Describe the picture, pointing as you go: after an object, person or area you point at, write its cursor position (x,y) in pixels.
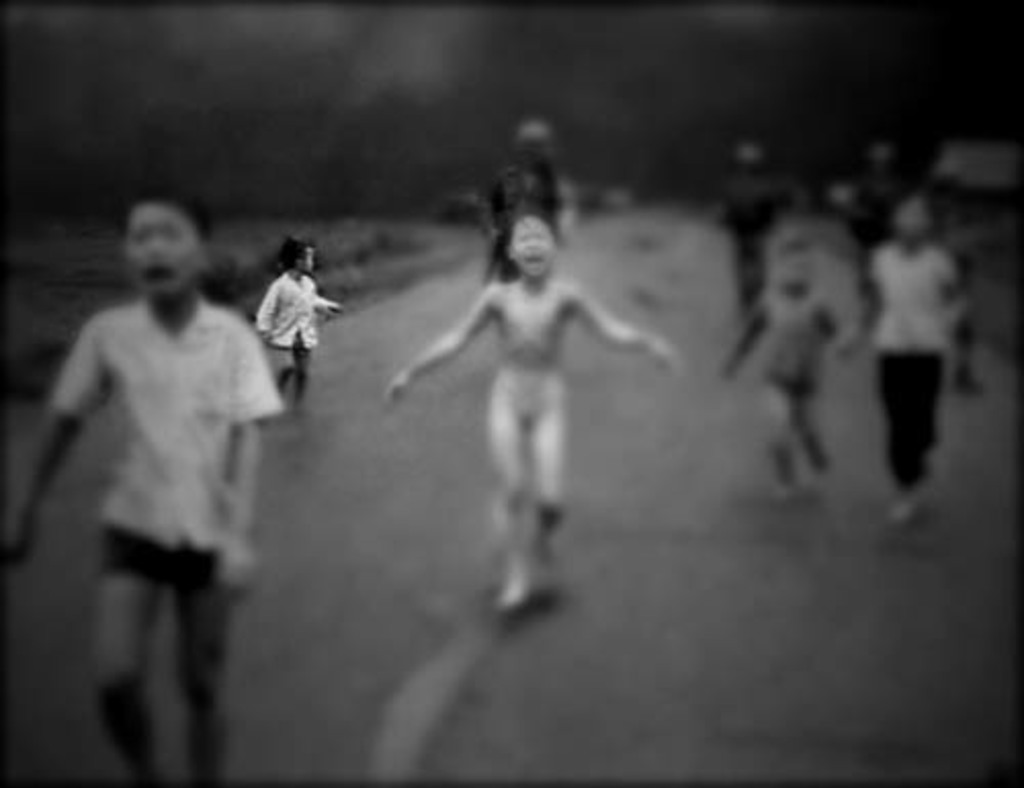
As we can see in the image there are few people (526,370) and there is grass (263,234). The background (374,50) is blurred and the image is little dark.
